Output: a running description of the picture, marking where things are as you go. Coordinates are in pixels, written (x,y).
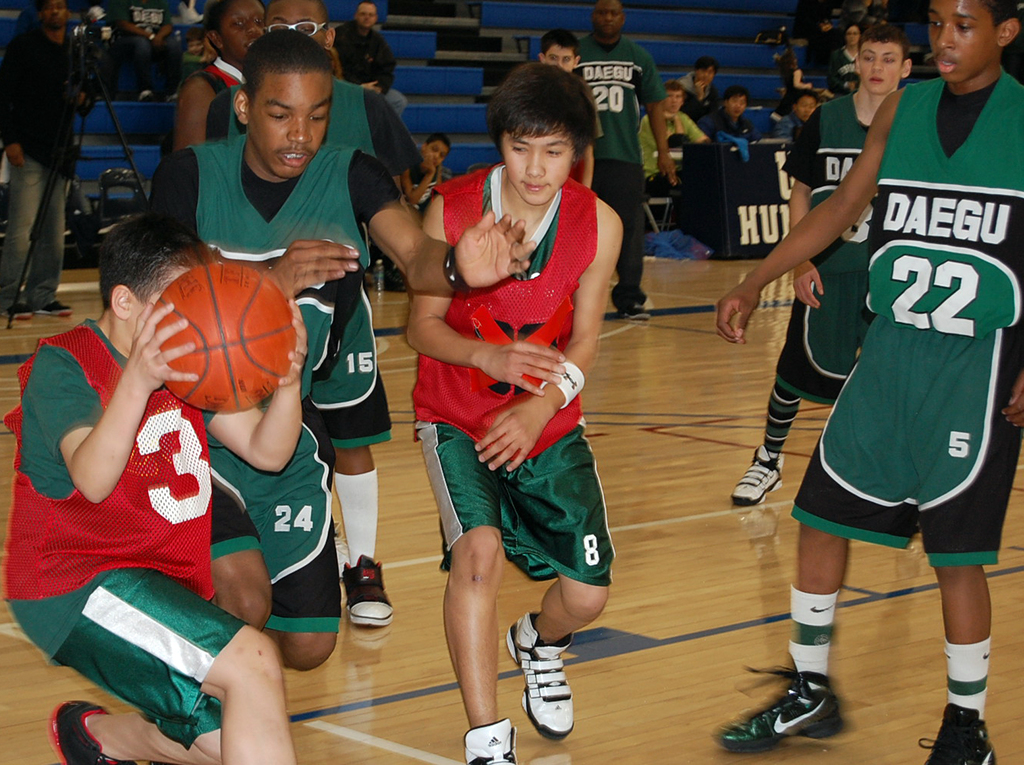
In this picture I can see there are few persons (107,464) in the playground (335,658) and there are some audience (45,72) in the backdrop (121,51).
